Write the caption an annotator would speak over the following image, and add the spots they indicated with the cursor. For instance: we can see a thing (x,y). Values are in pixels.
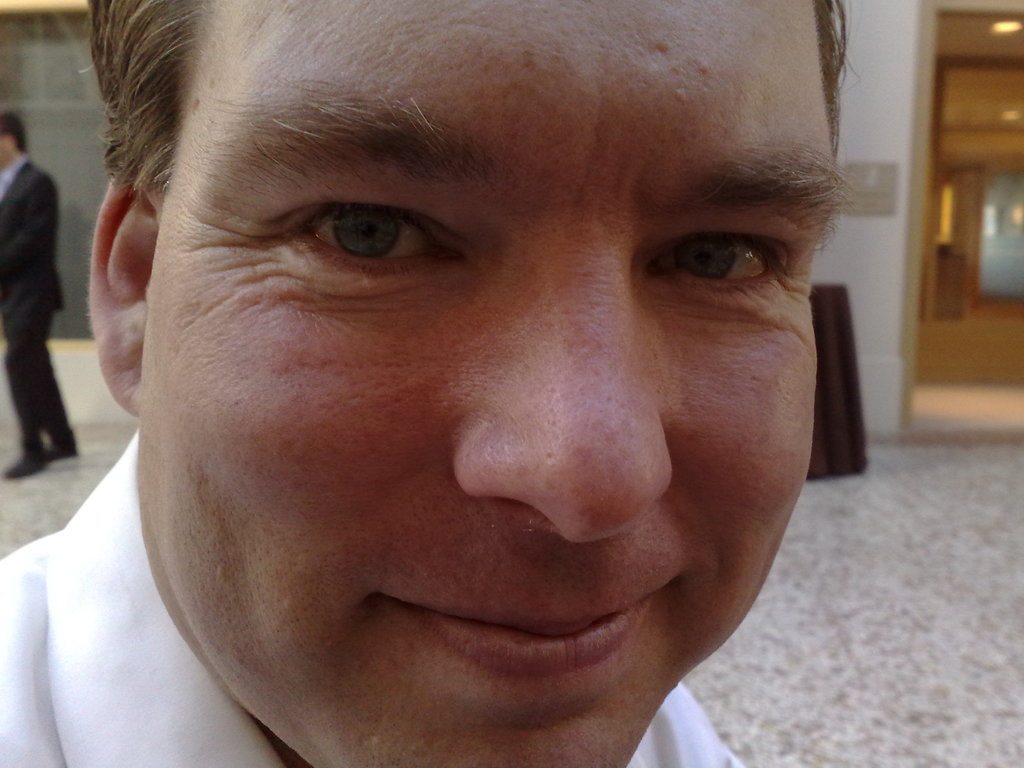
In this picture we can see a man (545,656), he is smiling and in the background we can see a person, wall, lights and some objects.
